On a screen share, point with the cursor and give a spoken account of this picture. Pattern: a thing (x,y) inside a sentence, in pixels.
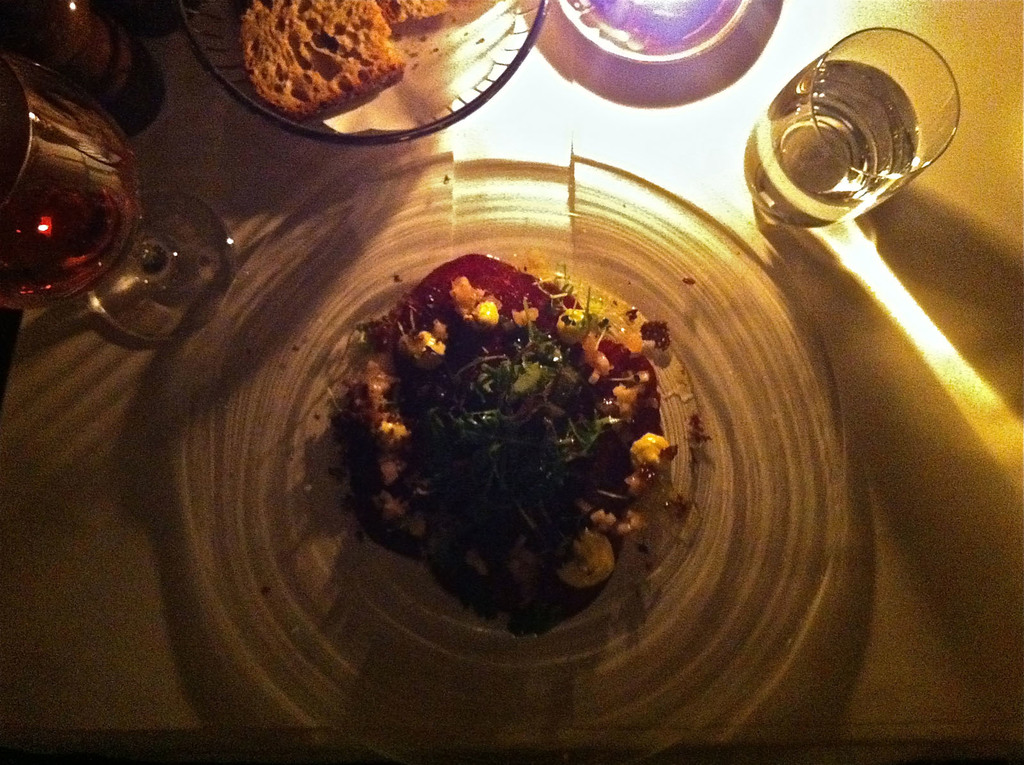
It is a food item (489,437) in a plate (569,412), in the right side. There is water (888,90) in a glass (900,169).
